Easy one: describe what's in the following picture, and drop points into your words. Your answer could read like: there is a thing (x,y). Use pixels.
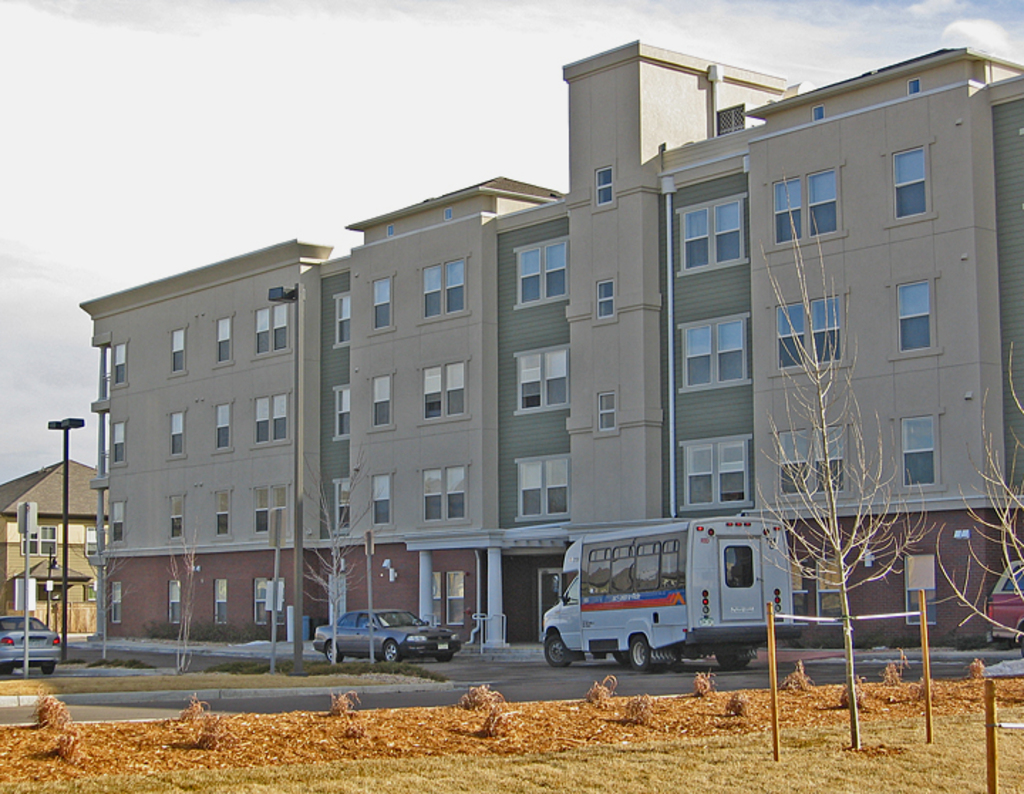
In this image in front (998,727) there are poles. At the bottom of the image (477,760) there is grass (486,776) on the surface (453,745). In the center of the image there are vehicles (672,594) on the road (525,668). There are boards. On the right side of the image (848,605) there are trees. In the background of the image (504,376) there are buildings (372,308) and sky (287,59).
